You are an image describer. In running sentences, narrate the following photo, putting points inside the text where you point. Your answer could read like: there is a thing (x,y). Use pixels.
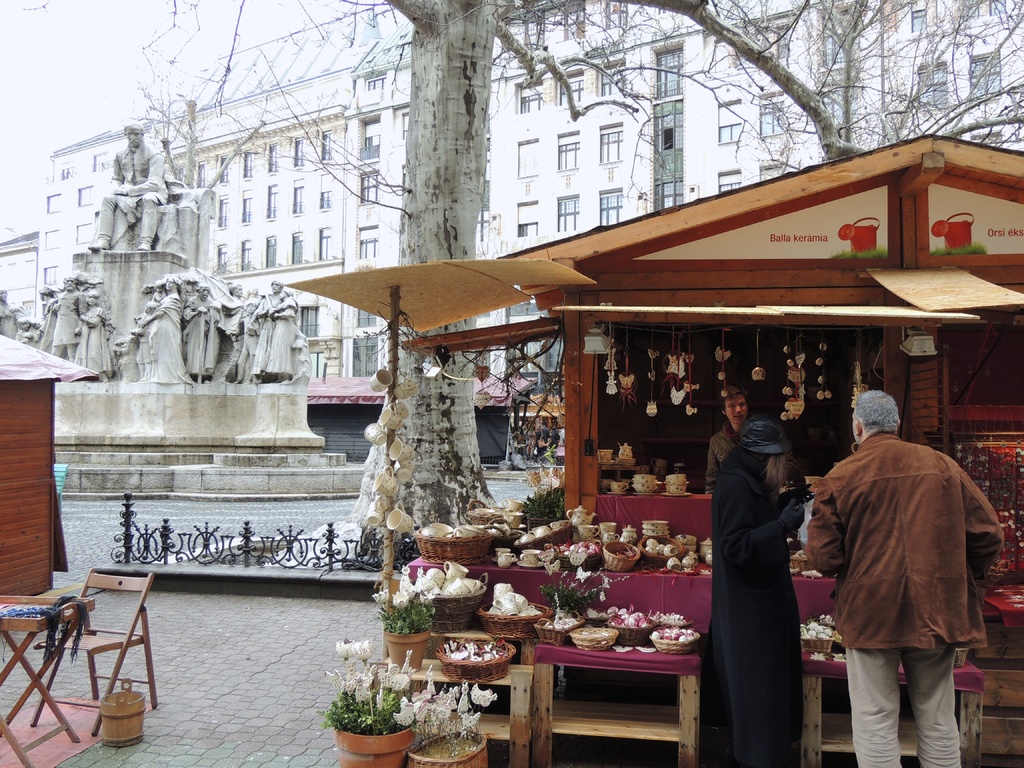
In the center (555,339) we can see shop (693,539) in shop (718,425) three persons (724,531) were standing we can see some objects (472,558). Coming to the background (478,253) we can see buildings (306,214), trees (441,149).
